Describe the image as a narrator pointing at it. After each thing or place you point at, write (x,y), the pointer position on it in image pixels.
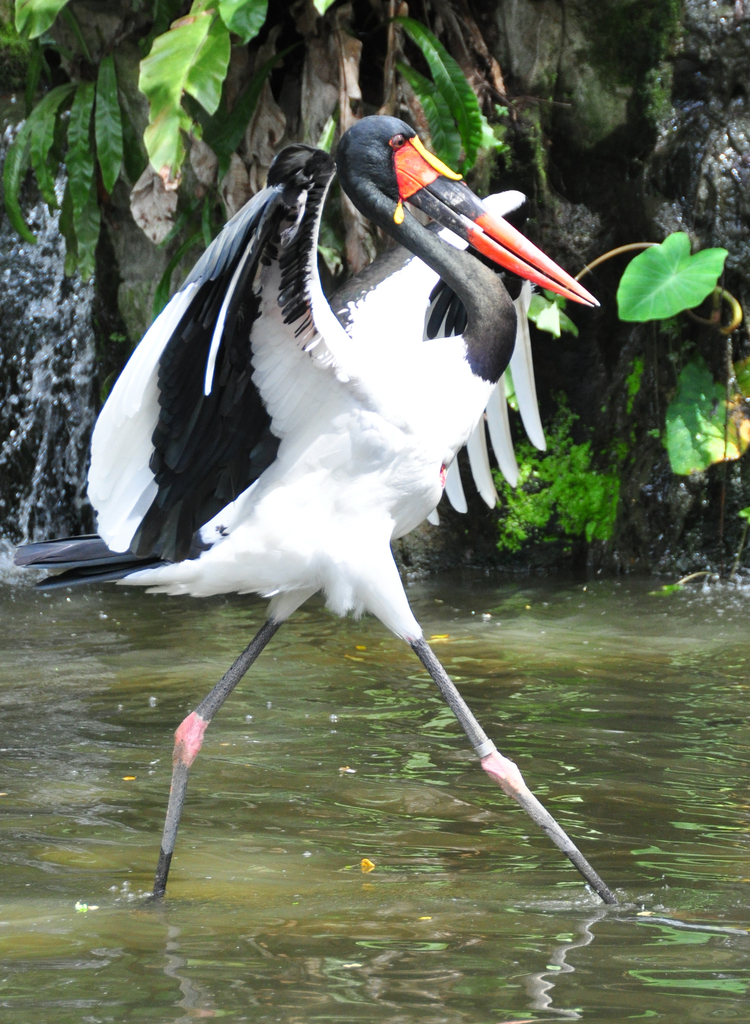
In the image there is a white and black color stork (341,413) walking in the water (705,868) and in the back (559,305) there are plants (214,69).
